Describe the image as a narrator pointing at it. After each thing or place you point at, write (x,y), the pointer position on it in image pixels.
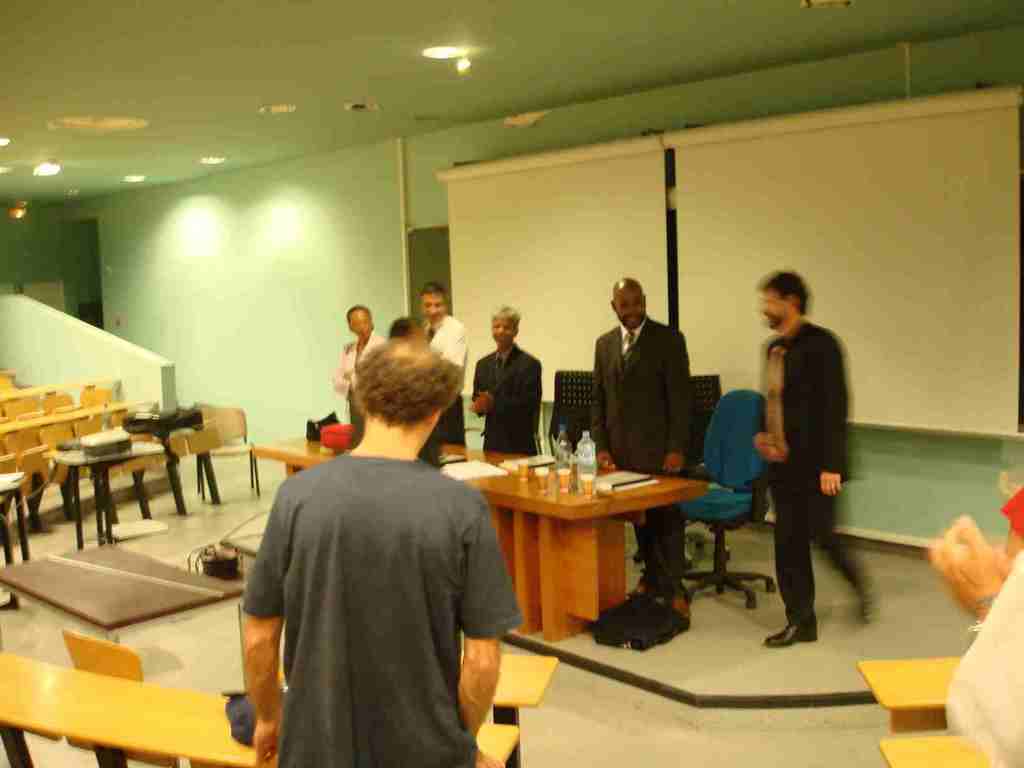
In this picture we can see a few people (409,657). There are cups (587,484), bottles (591,464) and other objects (599,484) on the tables (618,499). We can see a bag (660,617) and some objects (192,581) on the floor (178,527). There are some lights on top (51,169). We can see a few chairs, projector screens (763,166) and other objects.
